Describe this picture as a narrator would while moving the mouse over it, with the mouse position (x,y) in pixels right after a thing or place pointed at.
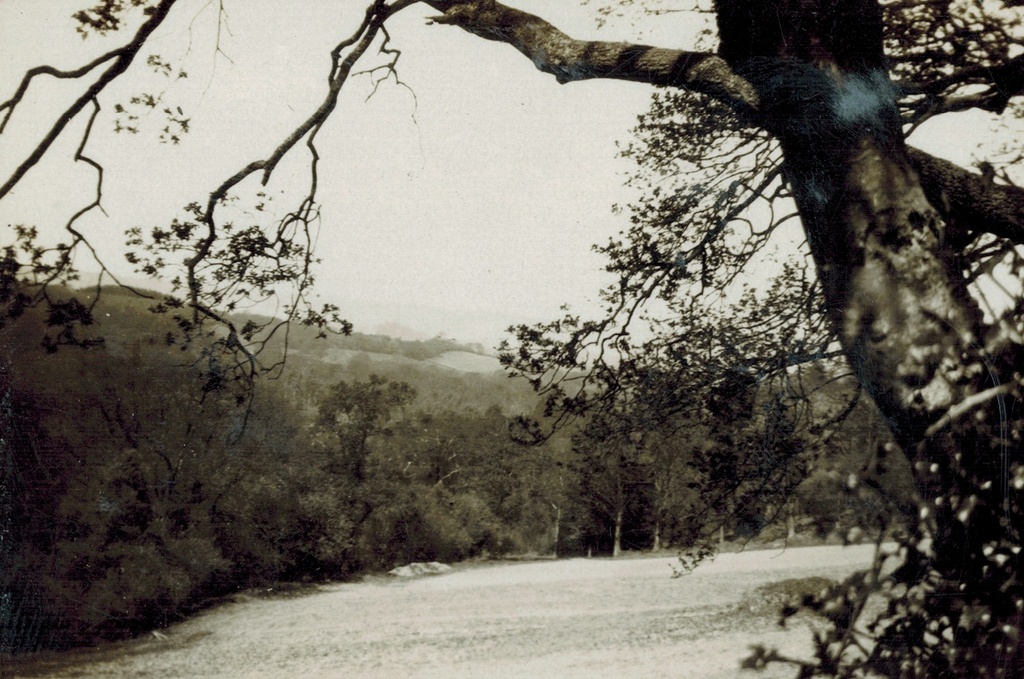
In the picture I can see trees (495,473), the water (531,566) and the sky (471,195). This picture is black and white in color.
